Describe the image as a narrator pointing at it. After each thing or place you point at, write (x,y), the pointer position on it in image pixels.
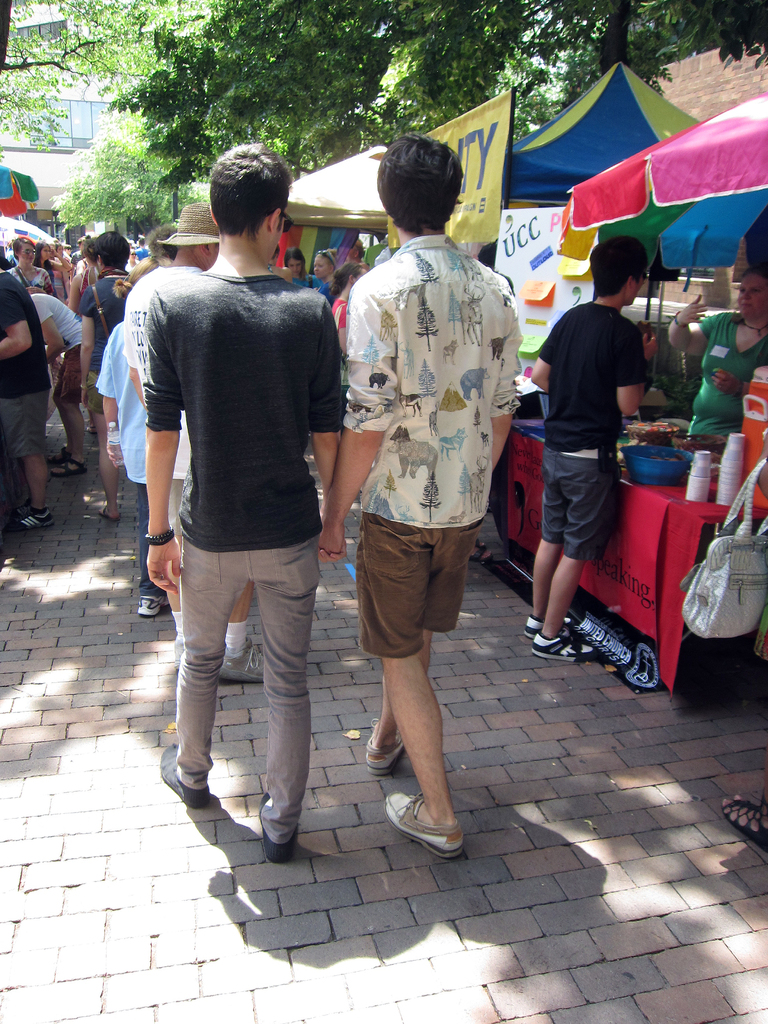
In this image we can see people (430,357) and there are stalls (2,173). In the background (121,52) there are trees (168,202) and a building (60,191). There are boards (501,197) and we can see things (696,454) placed on the table (658,566).
